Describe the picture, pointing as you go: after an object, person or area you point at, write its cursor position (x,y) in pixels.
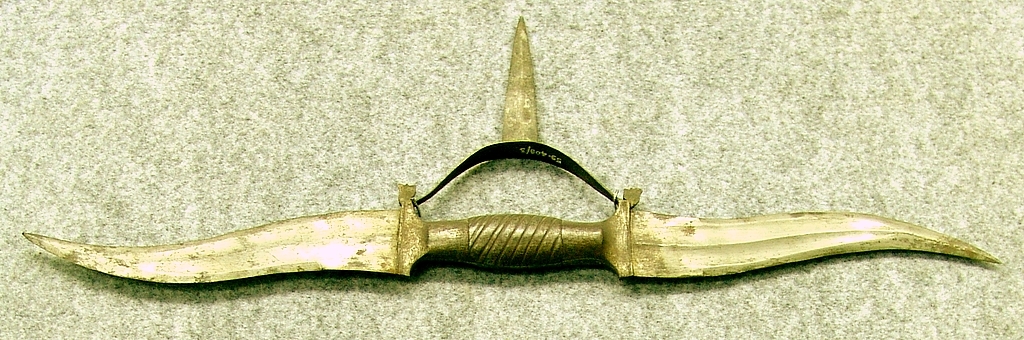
In this image we can see a golden color weapon (746,225) on the surface (104,142).
